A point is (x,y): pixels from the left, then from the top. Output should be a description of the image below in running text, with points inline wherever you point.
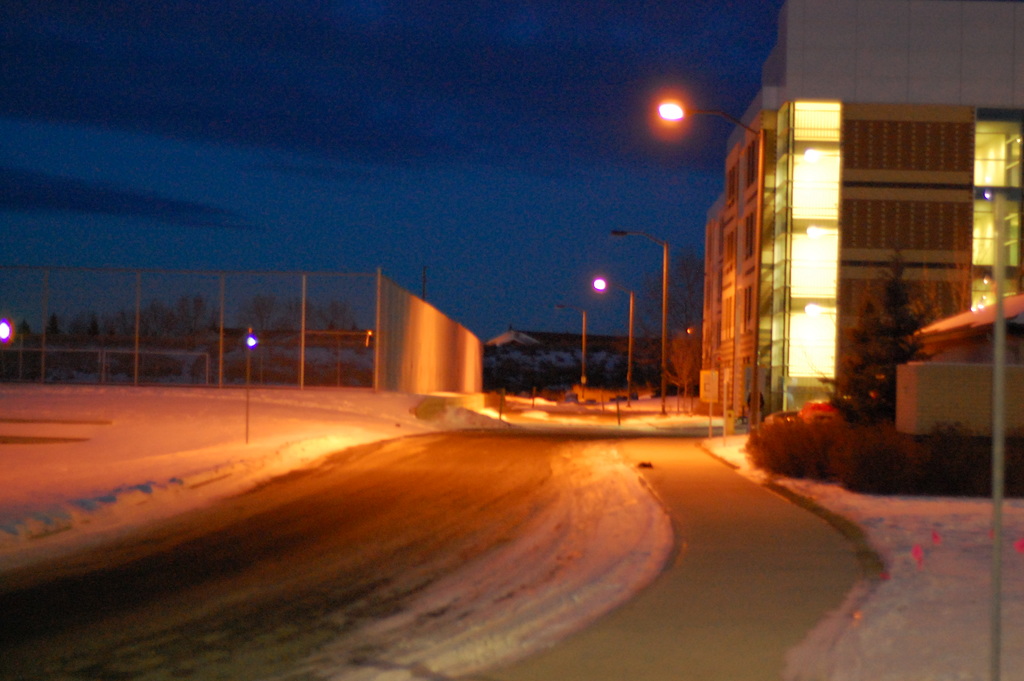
In the picture I can see the road (529,588), buildings (745,361), trees (856,385), light poles (752,383) on the right side of the image (782,388). On the left side of the image (76,356) I can see net (90,336), poles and the dark sky (420,233) in the background (372,244).
